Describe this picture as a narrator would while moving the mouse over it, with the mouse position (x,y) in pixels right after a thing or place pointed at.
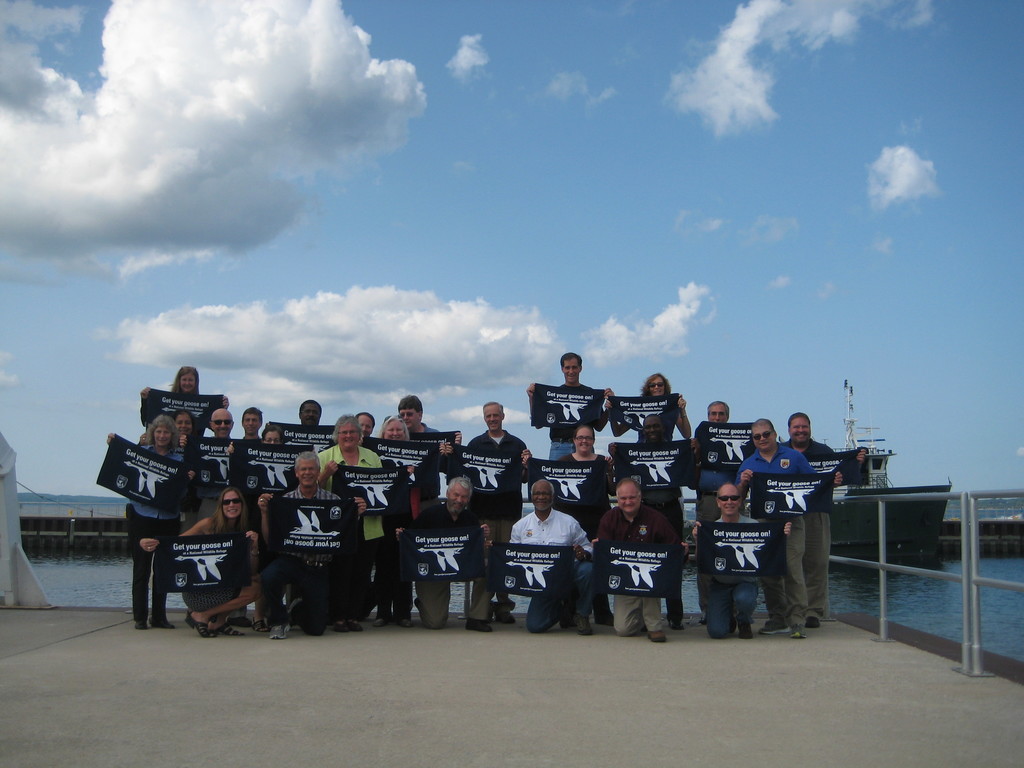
In this image we can see few people (189,521) holding banners (236,472) and there is a railing (987,584) beside the person's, there is a ship (926,514) on the water (933,599), a bridge (122,532) and the sky (423,196) with clouds (204,50) in the background (438,353).
